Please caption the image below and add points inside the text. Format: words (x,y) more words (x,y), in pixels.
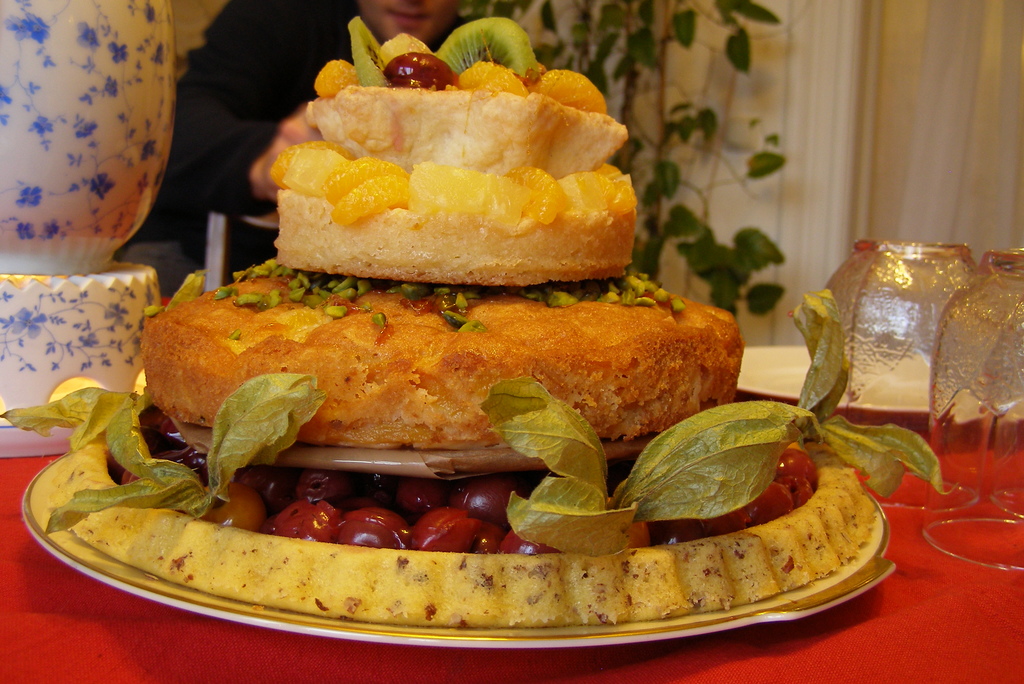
In this image in front (1003,413) there are food items (573,376), glasses (880,415), plate (784,383) and a few other objects (88,123) on the table (915,638). Behind the table (941,629) there is a person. There is a plant (702,243). There are curtains (905,183).
